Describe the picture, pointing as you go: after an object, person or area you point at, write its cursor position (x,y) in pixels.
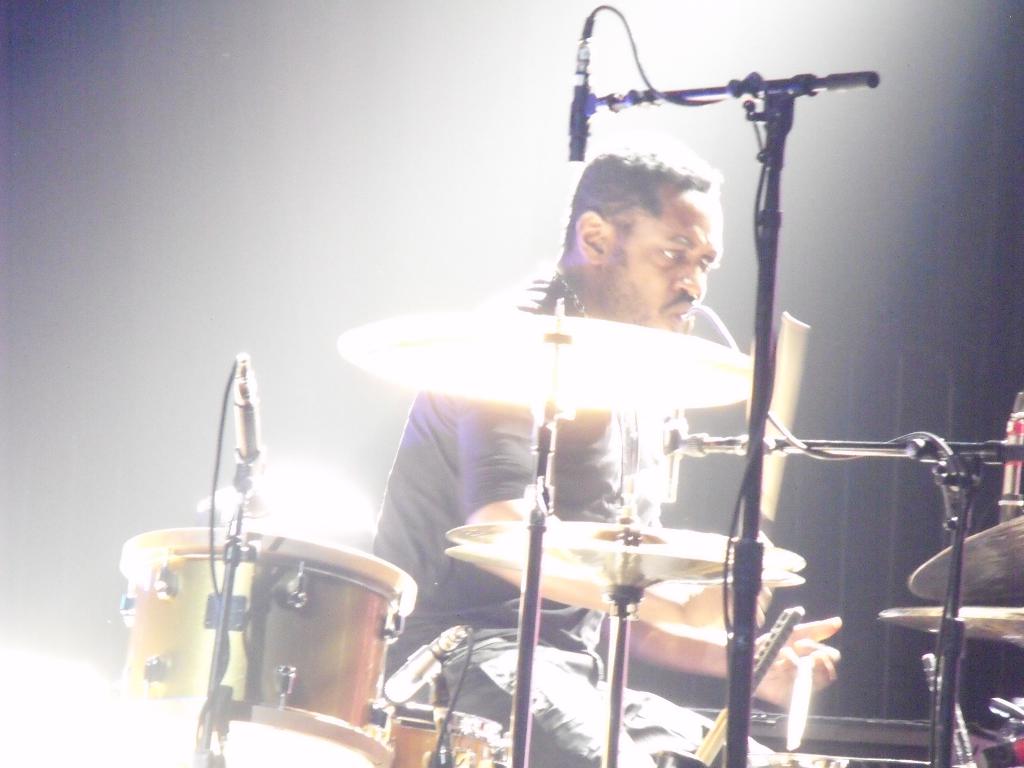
In this picture I can observe a person (621,305) playing drums (293,602). I can observe white color light (97,708) on the bottom left side (48,708).
